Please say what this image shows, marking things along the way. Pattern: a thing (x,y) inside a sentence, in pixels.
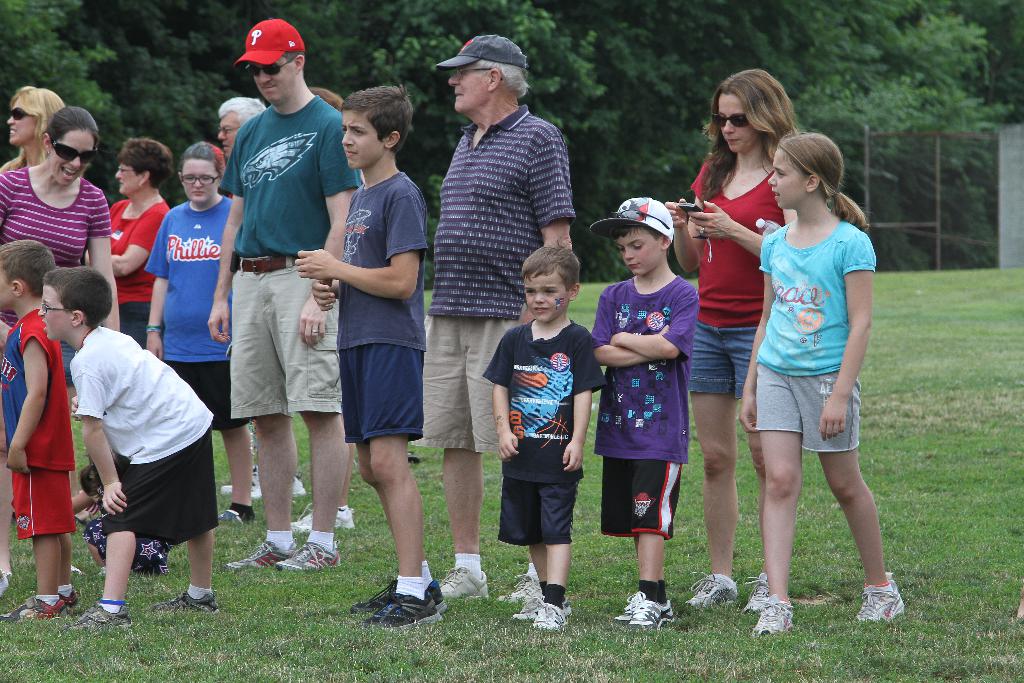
There are group of people (368,290) standing. Here is the grass (909,432). This looks like a fence (970,191). These are the trees (598,48) with branches (542,34) and leaves (116,89).
